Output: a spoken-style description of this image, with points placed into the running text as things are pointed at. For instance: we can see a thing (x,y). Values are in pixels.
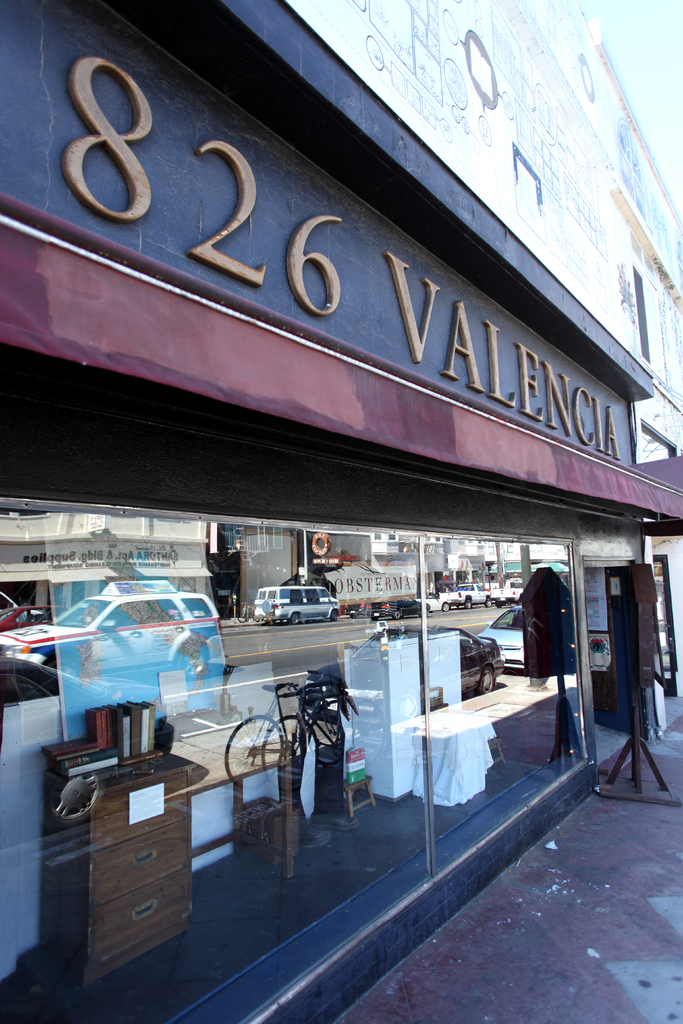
In this image we can see that there is a store (384,595) which is covered with the glasses (350,681). At the top (421,310) there is a hoarding (361,309). In the store (165,795) we can see that there is a cupboard (104,879) on which there are books (100,737) and in the glass mirror (300,686) we can see the reflections (280,618) of a road (340,630) on which there are vehicles (201,618).
